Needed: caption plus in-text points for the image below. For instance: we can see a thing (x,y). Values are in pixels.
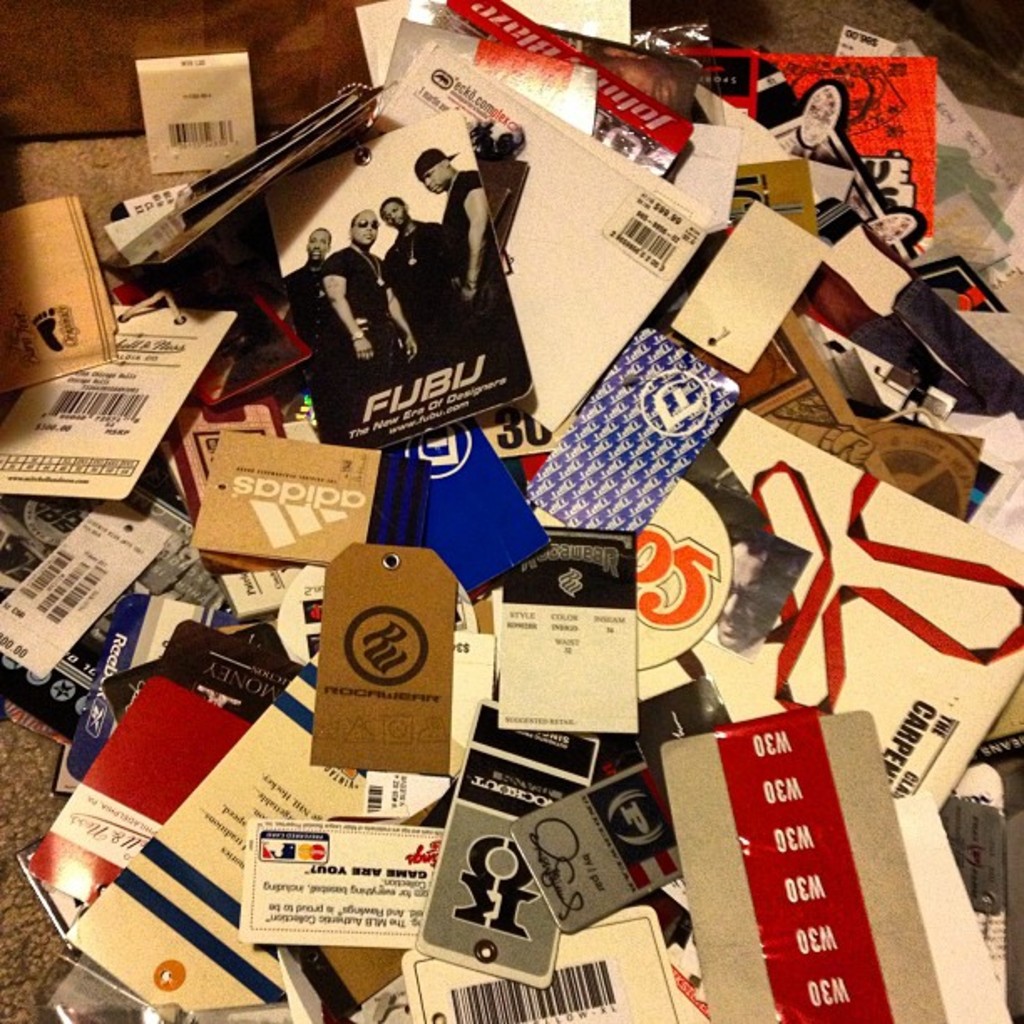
In this image, we can see some tags (360,725) on the ground (40,784). We can also see an object (231,3) at the top (303,1).
